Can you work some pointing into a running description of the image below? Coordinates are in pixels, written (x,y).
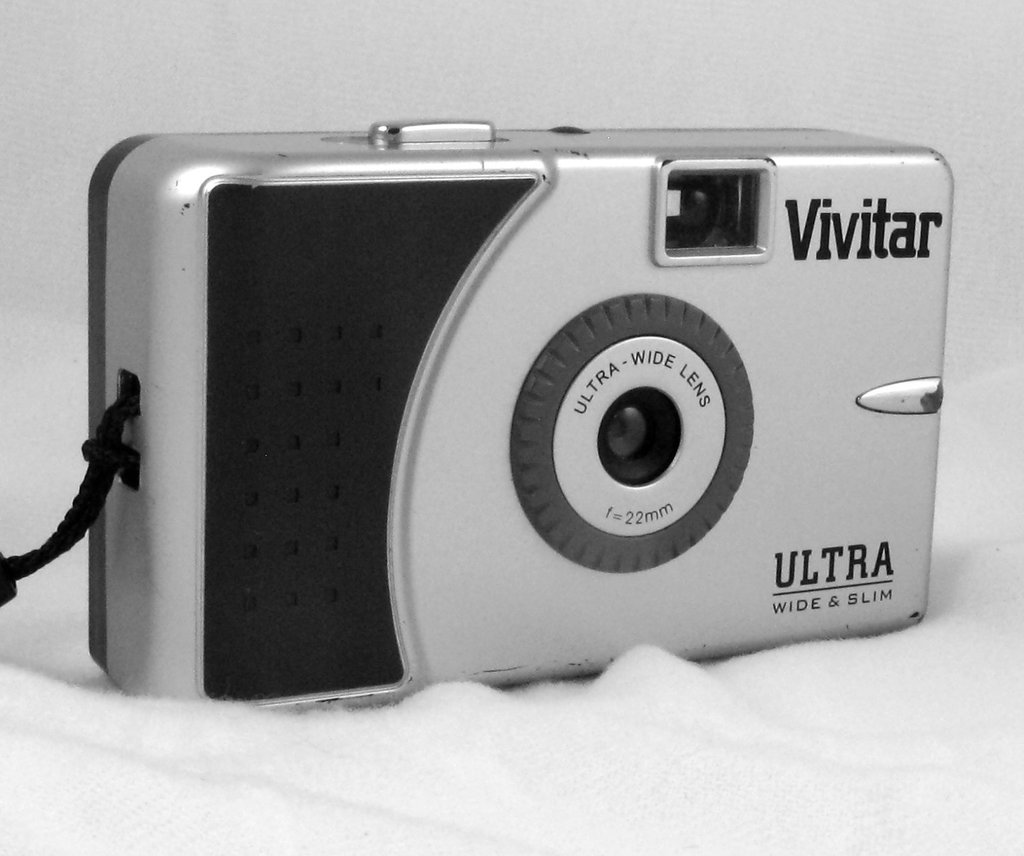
In this image we can see a camera (420,499) placed on the towel (348,756).
